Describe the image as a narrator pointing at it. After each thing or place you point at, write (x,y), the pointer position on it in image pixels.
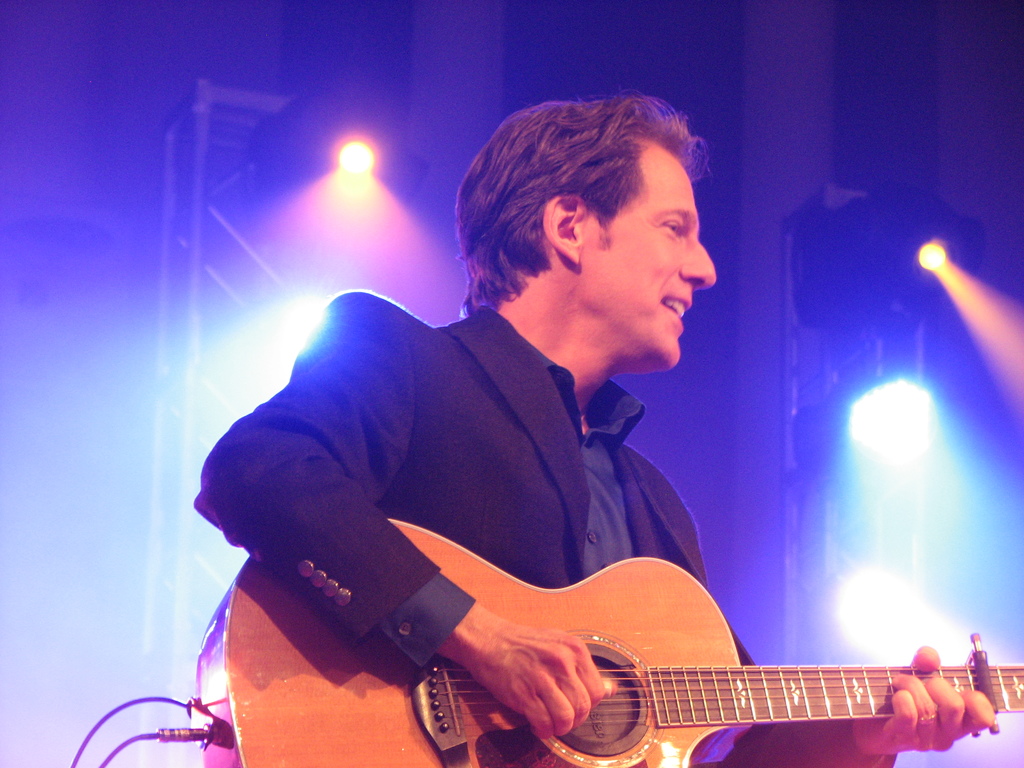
As we can see in the image there are lights (941,258) and a man (562,218) holding guitar (452,726).
